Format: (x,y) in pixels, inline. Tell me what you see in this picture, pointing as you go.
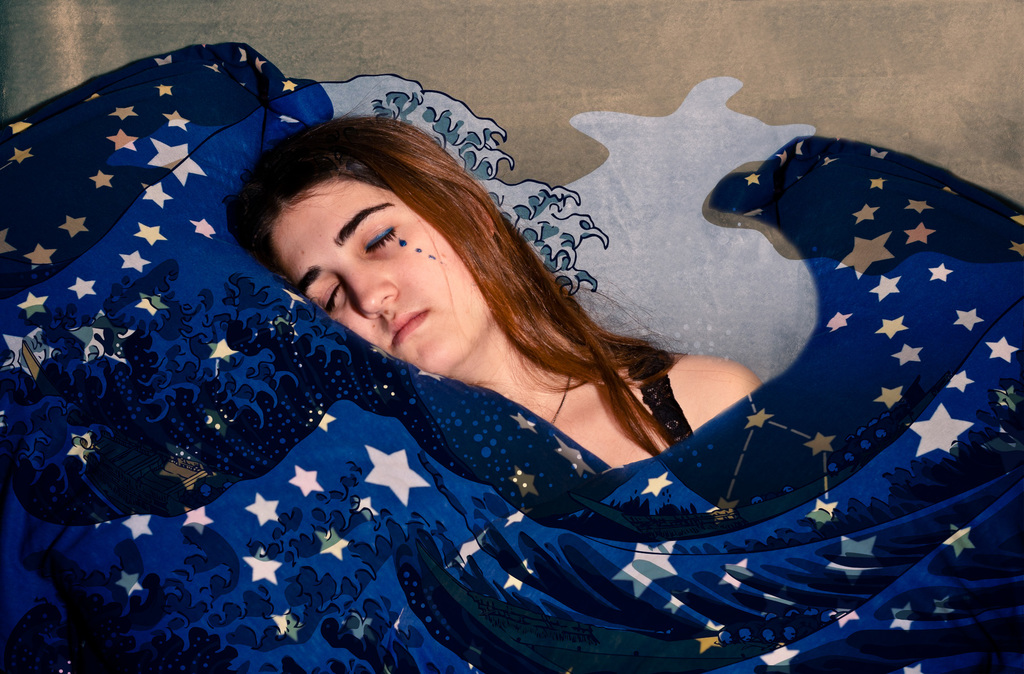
In the center of the picture (533,375) there is a woman (545,352). In the foreground (488,463) there is an object (340,500). In the background (448,94) it is wall (733,42).
